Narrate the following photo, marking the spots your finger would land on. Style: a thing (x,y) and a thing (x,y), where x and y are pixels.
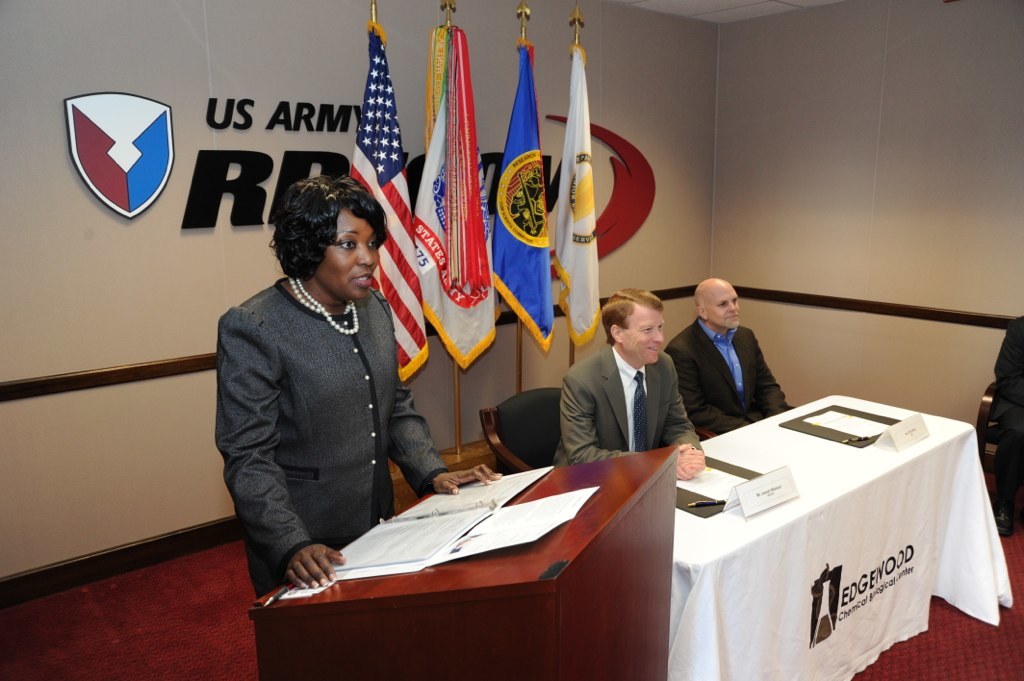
In this image we can see a woman (398,449) wearing a black dress (327,346) and pearl chain (346,334) is standing near the podium (429,577) where the papers (520,480) are kept and these two persons (679,438) are sitting on the chairs (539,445) near the table (752,452) where papers (832,427), pens (699,502) and name boards (897,428) with white color cloth (839,527) is placed on it. Here we can see a chair (527,458), flags (530,273) and logo (81,142) with some text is fixed to the wall (654,134).
